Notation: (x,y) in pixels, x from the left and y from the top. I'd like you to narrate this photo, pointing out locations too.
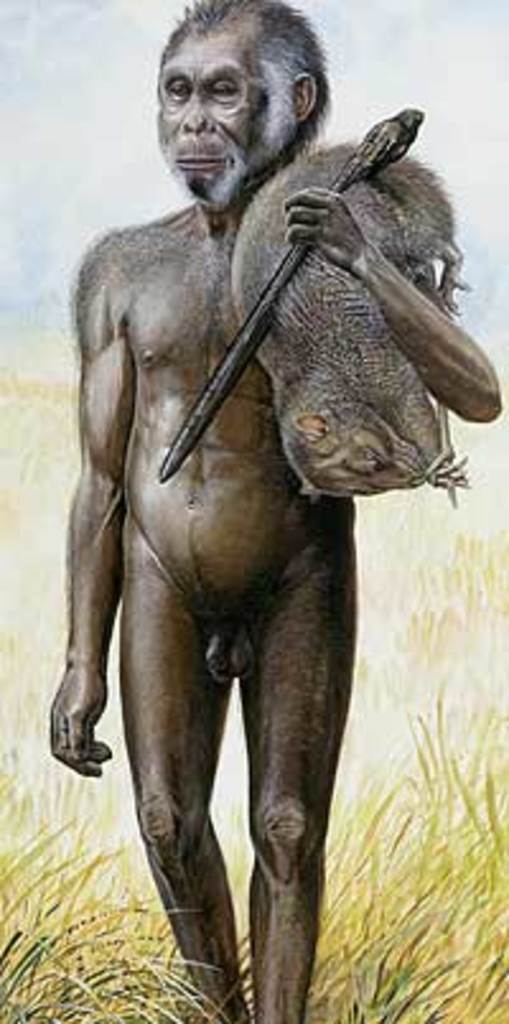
In this image we can see the painting (116,322) of an early man (188,500) holding an animal (243,282) and a stick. At the bottom of the image (399,981) there is the grass (53,891). In the background of the image (70,272) there is the sky (70,272).
